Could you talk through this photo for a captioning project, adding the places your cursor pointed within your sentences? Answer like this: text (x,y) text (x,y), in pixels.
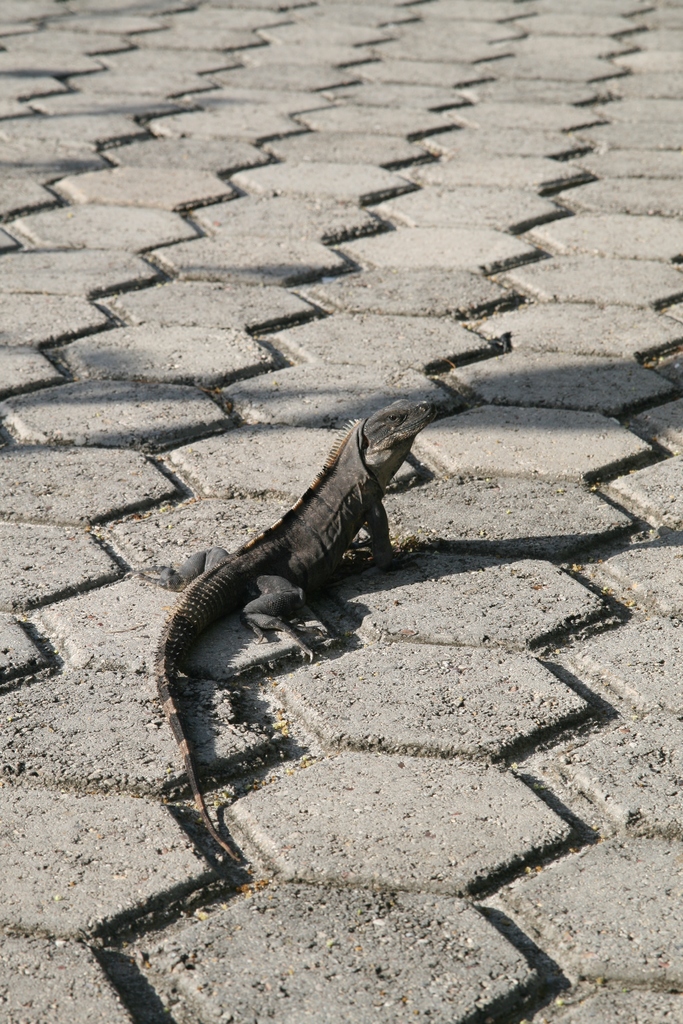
We can see reptile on the surface (360,193).
